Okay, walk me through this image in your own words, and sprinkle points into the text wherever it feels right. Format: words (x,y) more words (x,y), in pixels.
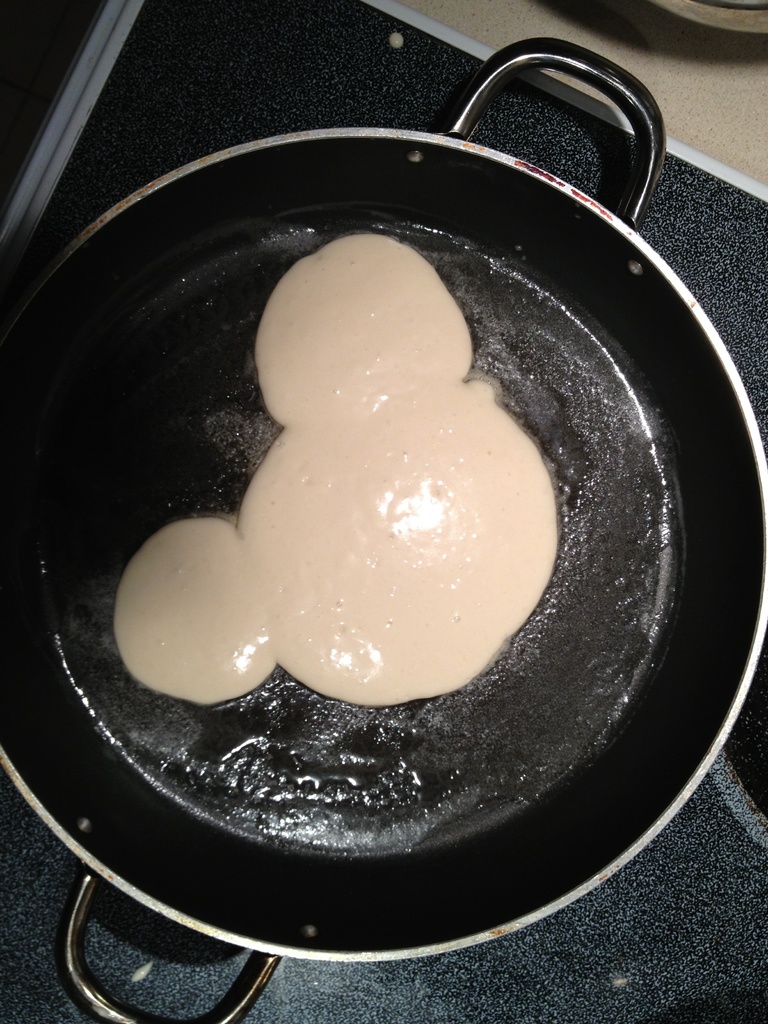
In this image there is food (389,617) in the pan (622,655).
